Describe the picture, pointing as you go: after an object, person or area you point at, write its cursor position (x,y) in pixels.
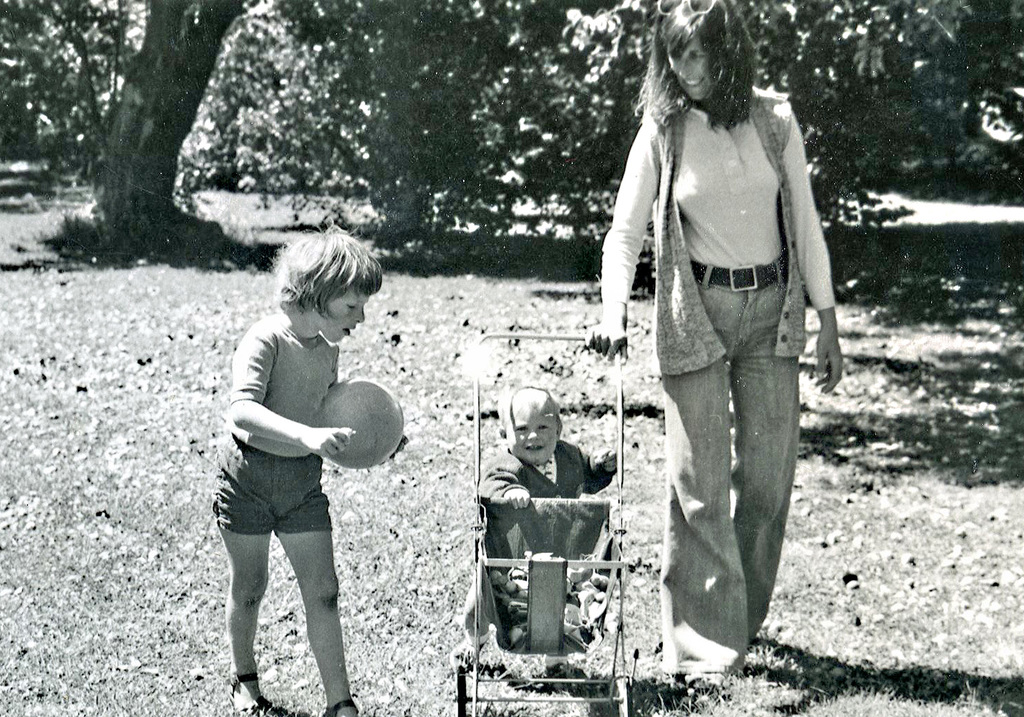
On the right side of the image (700,604) we can see a lady (744,421) standing and holding a trolley (618,360). On the left (289,522) there is a boy (294,512) walking and holding a ball (349,444) in his hand (323,436). In the center (521,460) we can see a baby (533,480) sitting in the trolley (557,581). In the background (425,205) there are trees (463,148).
